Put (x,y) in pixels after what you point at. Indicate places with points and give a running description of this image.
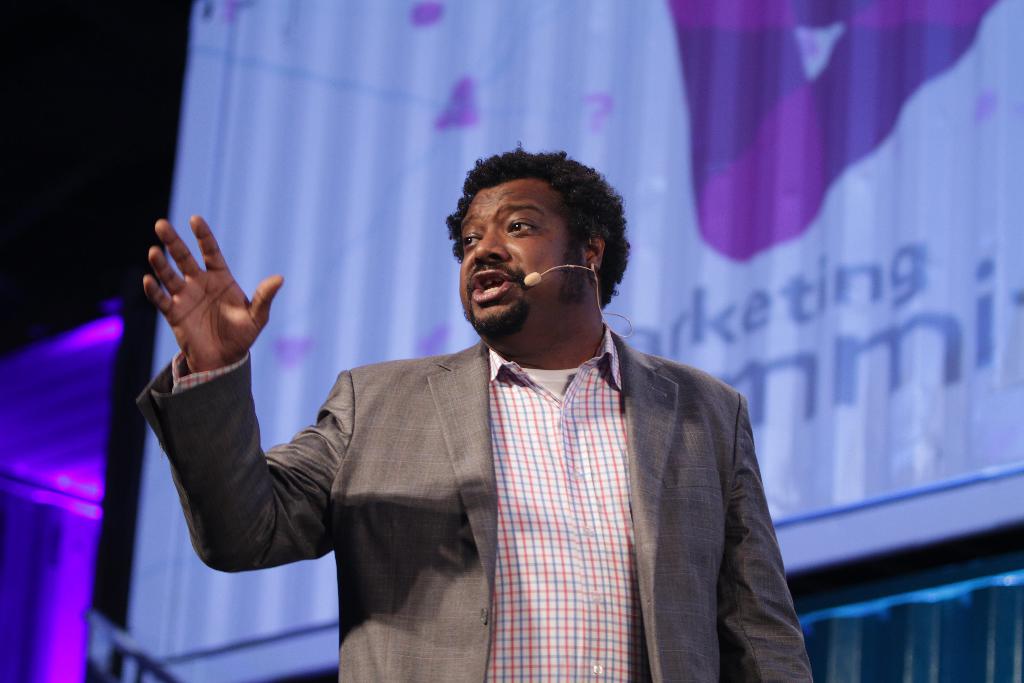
This person (486,276) is talking. Background there is a screen (399,20).
